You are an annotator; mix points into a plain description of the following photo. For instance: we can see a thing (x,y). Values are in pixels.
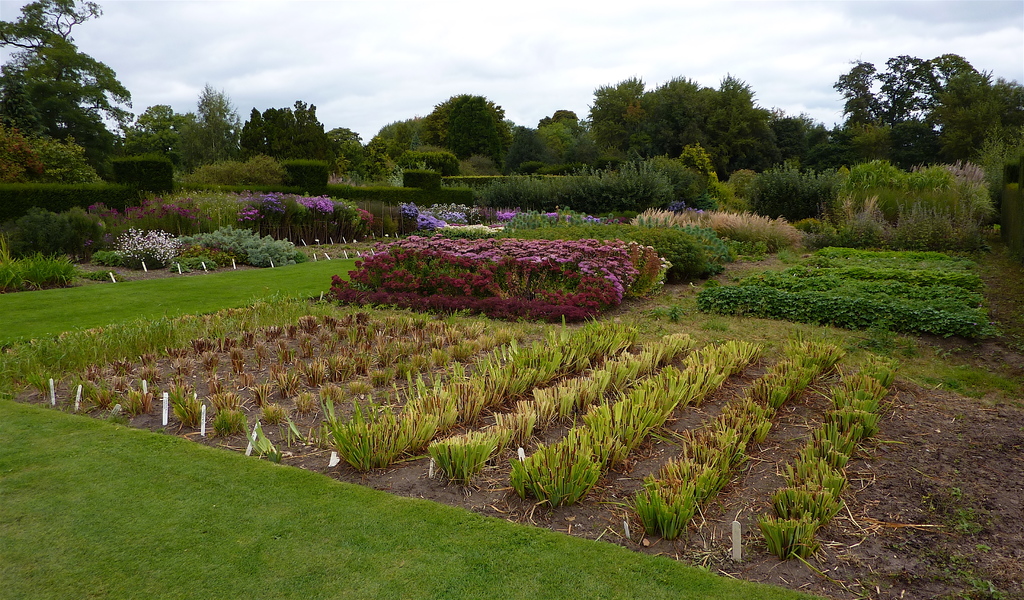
This picture describes about garden (372,313), in this we can find few plants (558,293), grass (322,523), flowers (436,268), shrubs (378,176) and trees (462,143).
